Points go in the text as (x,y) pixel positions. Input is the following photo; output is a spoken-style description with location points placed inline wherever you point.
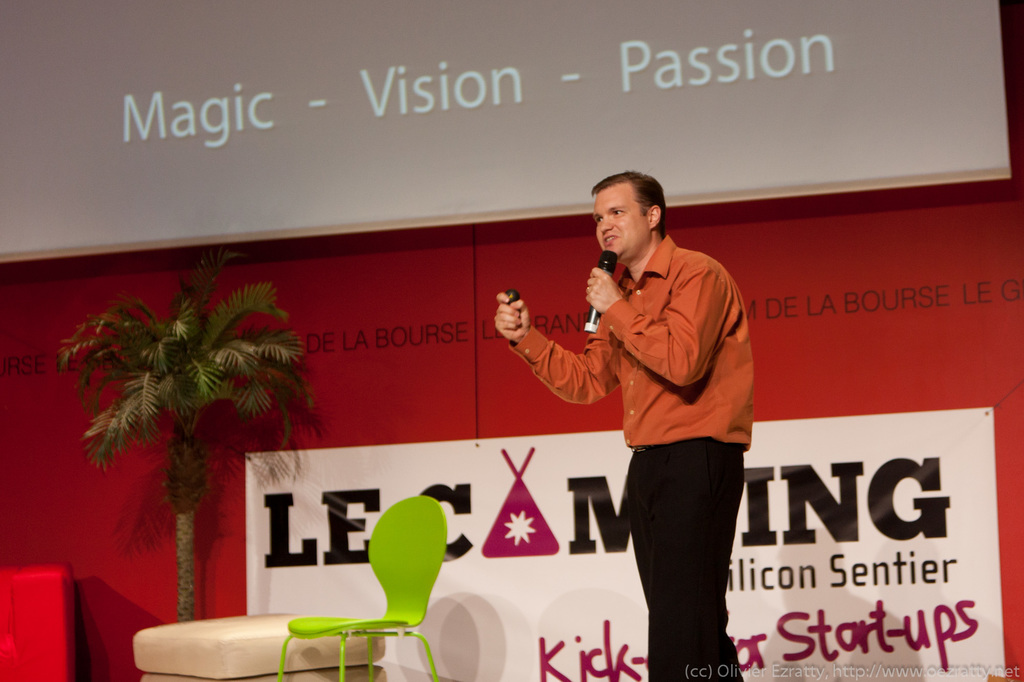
In this picture there is a man (674,323) wearing orange color shirt (665,339) giving a speech in the microphone (612,259). Behind we can see red and white color banner (770,658) with small artificial coconut tree (194,468). Above we can see big projector screen (469,203).
